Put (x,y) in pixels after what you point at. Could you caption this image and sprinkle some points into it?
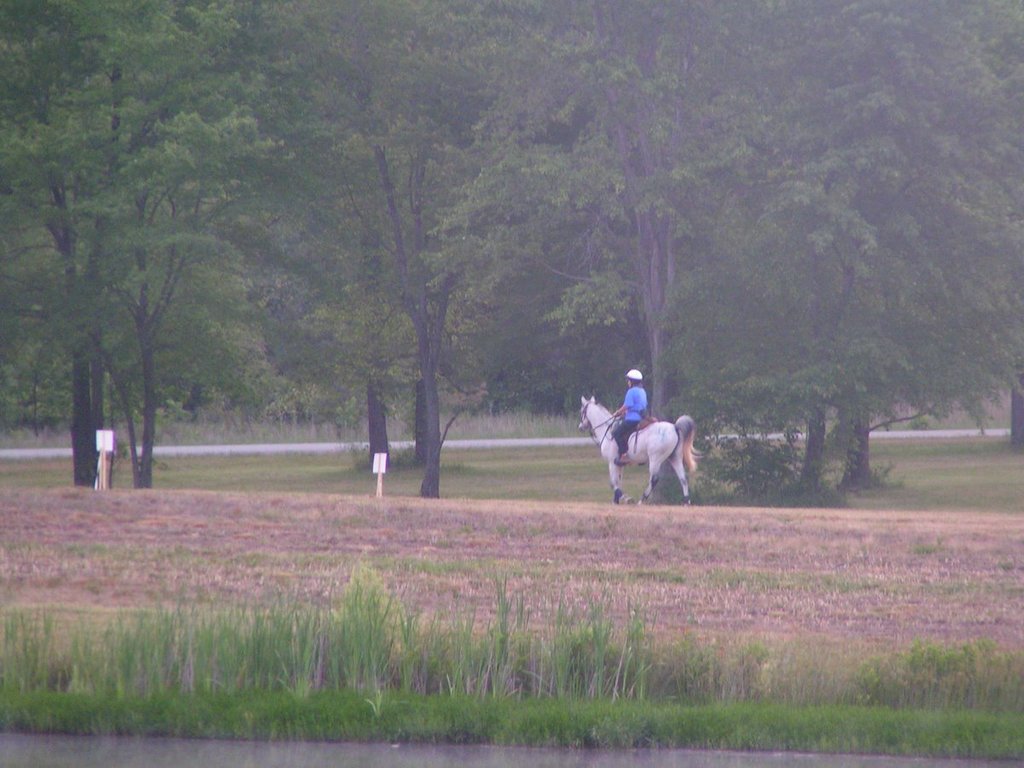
In the foreground (503,502) I can see grass (573,600) and a person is riding a horse (601,423) on the ground (563,534). In the background (360,336) I can see boards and trees (462,272). This image is taken may be during a day.
